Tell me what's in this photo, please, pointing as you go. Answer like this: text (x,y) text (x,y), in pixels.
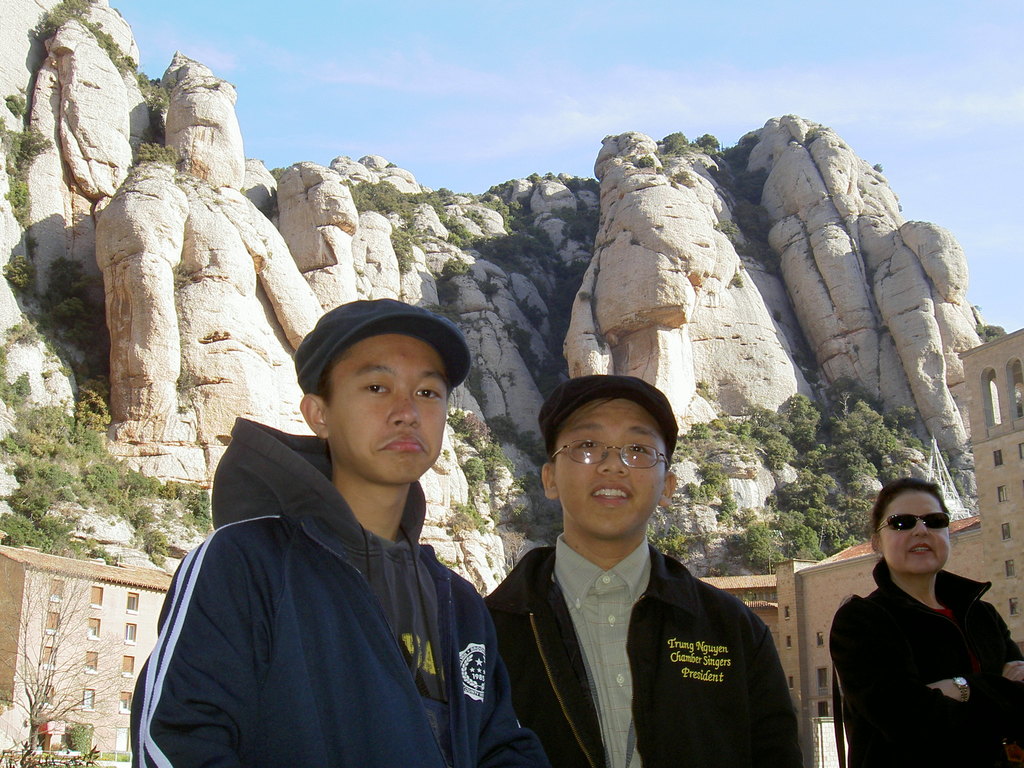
In front of the image there are two men (413,596) with caps (446,343) on their heads (355,410). There is a man (593,439) with spectacles (589,451). In the bottom right corner of the image (888,629) there is a lady (908,630) with goggles (927,524). Behind them there are buildings (48,630) with walls (118,650), windows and roofs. In the background (105,279) there are rocks (470,321) and trees (89,412). At the top of the image (439,142) there is sky (536,126).
